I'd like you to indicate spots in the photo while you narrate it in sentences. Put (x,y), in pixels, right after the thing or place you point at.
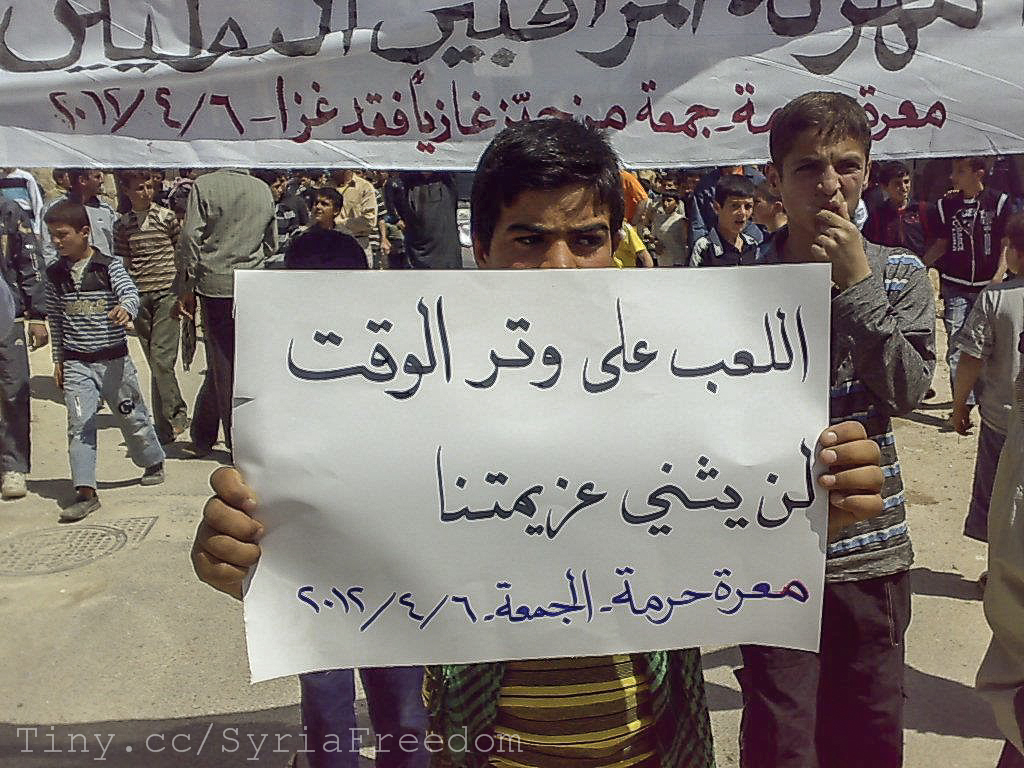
Here in this picture in the front (471,330) we can see a person (563,203) holding a chart (684,328) with something written on it, standing on the ground (86,669) over there and we can also see other people (323,258) standing all over there and they are holding banners (439,96), as we can see they are protesting over there.
